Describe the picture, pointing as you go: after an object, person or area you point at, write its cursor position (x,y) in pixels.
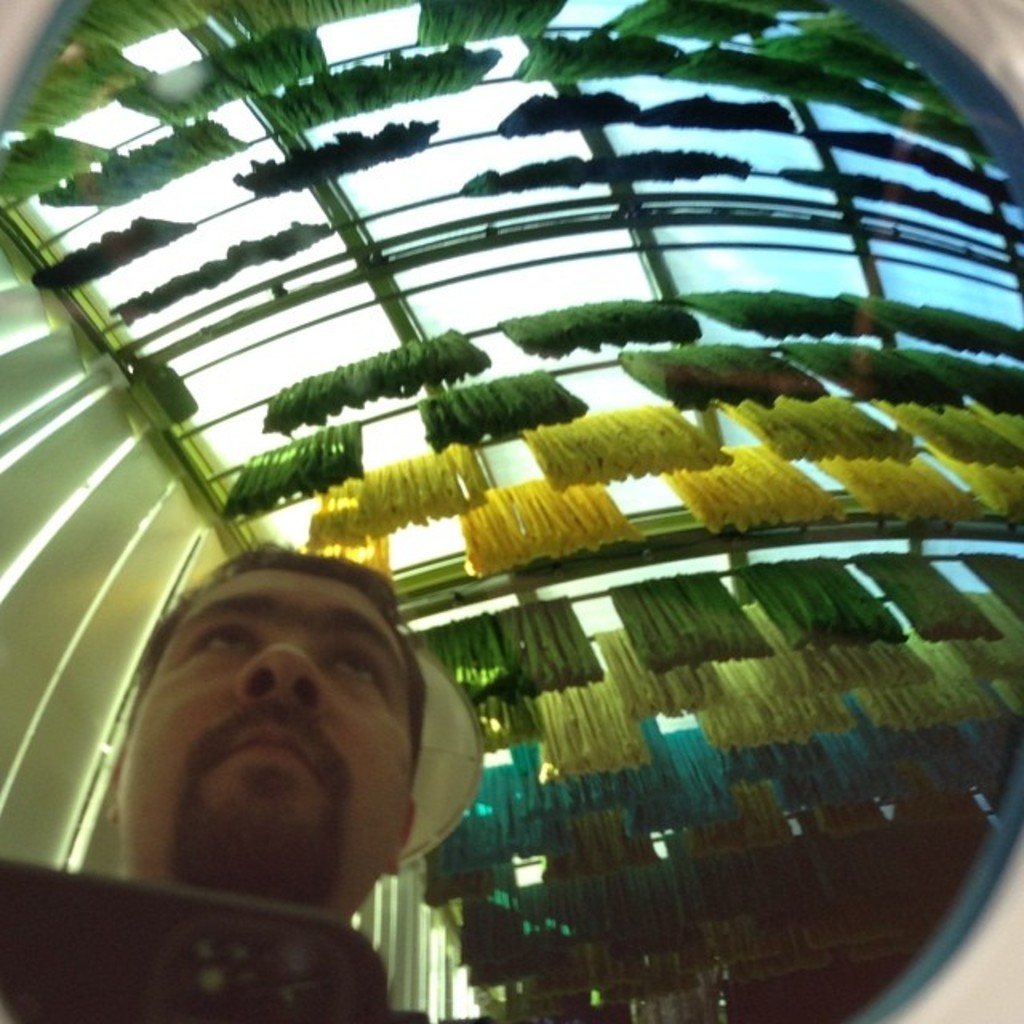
In this image there is a man (294,829). Above him there are objects (305,246) hanging to the rods (359,272). Beside him there is a wall (86,640). At the top (450,234) there is the sky (499,263).
